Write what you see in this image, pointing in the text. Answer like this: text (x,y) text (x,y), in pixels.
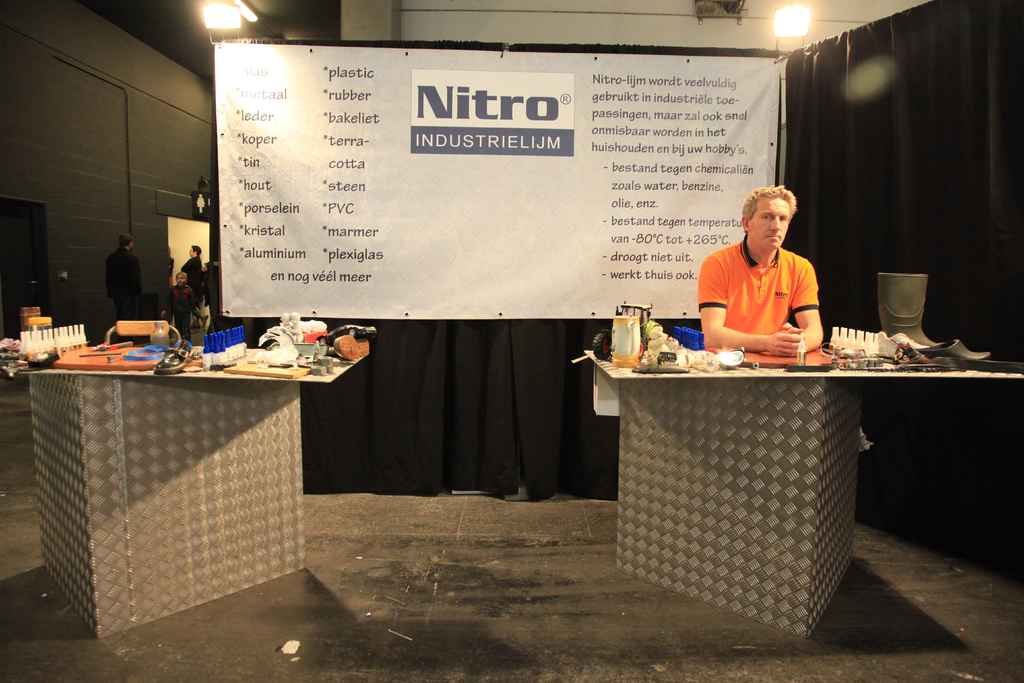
In this image we can see a person (726,283) wearing orange color T-shirt (748,312) standing behind podium (805,408) on which there are some objects (745,358) and on left side of the image (70,510) there is another podium (135,517) on which there are some objects (188,367) and in the background of the image (411,422) there is black color curtain (825,151) and there is white color sheet (487,195) on which there are some words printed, there are some persons (179,289) standing near the wall (131,223) and there are some lights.
